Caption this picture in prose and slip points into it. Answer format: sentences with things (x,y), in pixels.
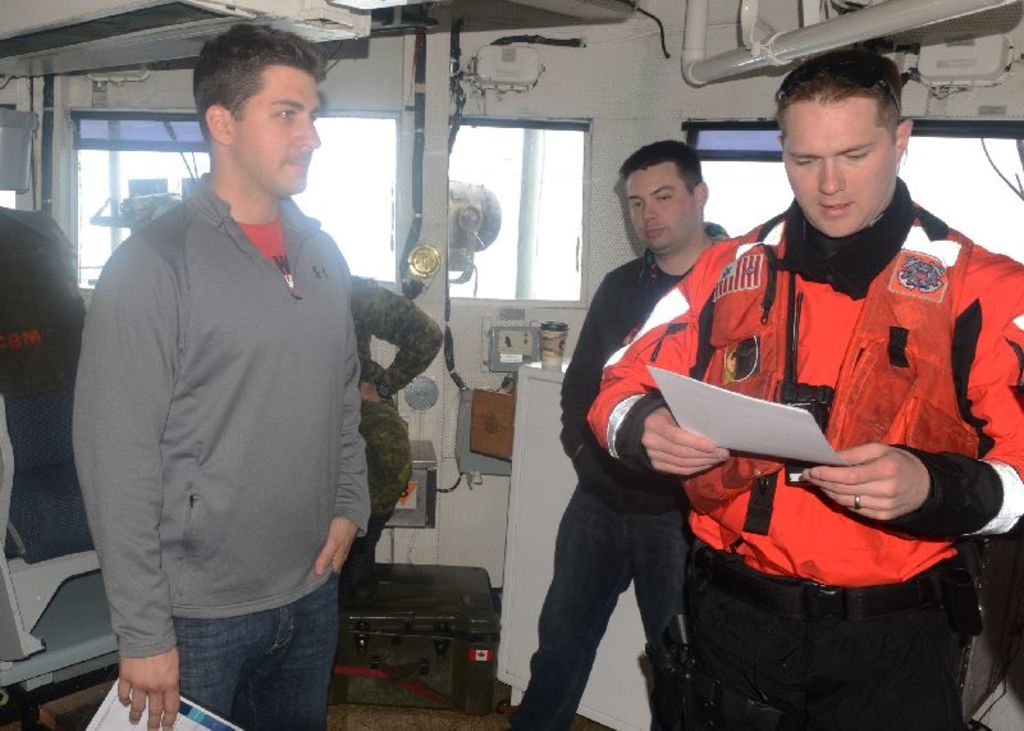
In the foreground of this image (832,394), on the right (842,452), there is a man (829,411) standing and holding papers (755,401) and behind him, there is another man (592,356). On the left (191,520), there is a man (192,392) holding papers (189,715) and behind him, there is a seat (45,347), a man (383,317) and a box (409,644) on the floor (432,712). In the background (530,432), there is a table (562,365), glass (562,332), wall (595,88), many pipes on the top (976,3).
